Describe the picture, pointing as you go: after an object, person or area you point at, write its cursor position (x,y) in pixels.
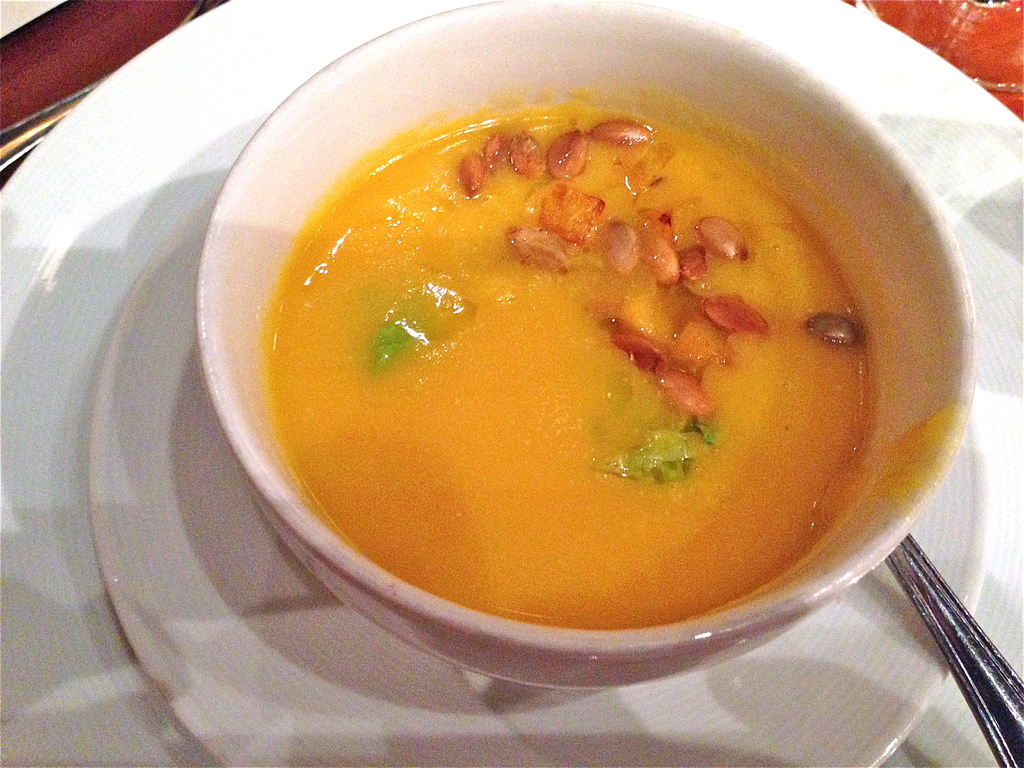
In this picture there is a bowl (856,240) in the center of the image (547,429), in a plate (985,558), which contain food items (740,382) in it and there is a spoon (964,649) in the bottom right side of the image (953,597).
